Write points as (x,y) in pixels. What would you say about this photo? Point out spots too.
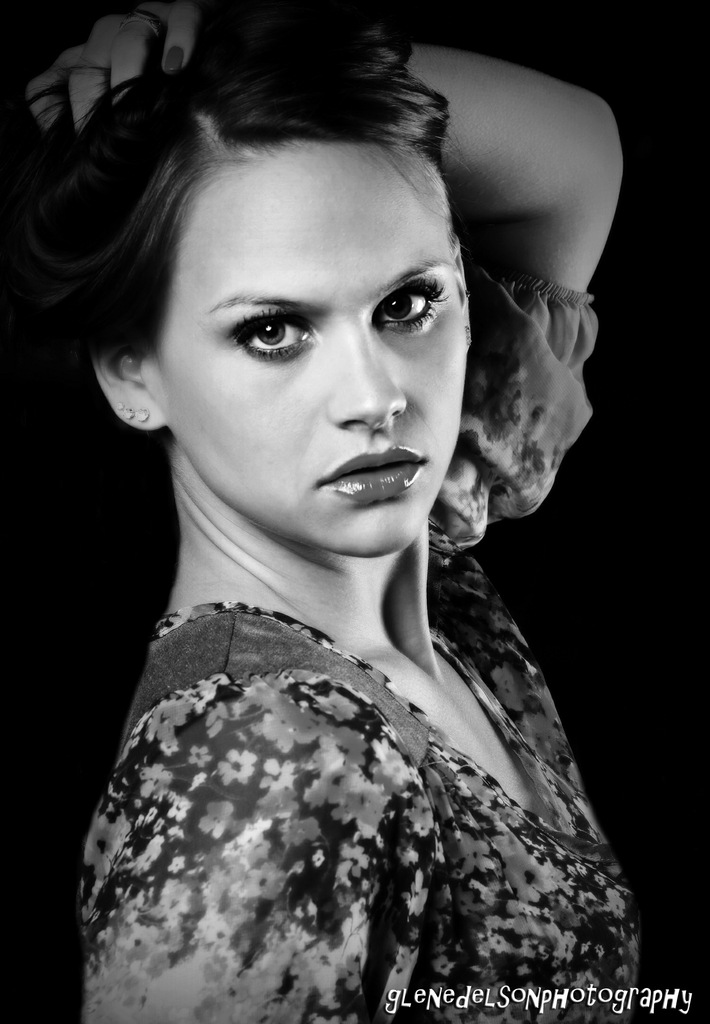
This is a black and white image, where there is a woman (262,472) posing to the camera and the background (678,161) is dark.
